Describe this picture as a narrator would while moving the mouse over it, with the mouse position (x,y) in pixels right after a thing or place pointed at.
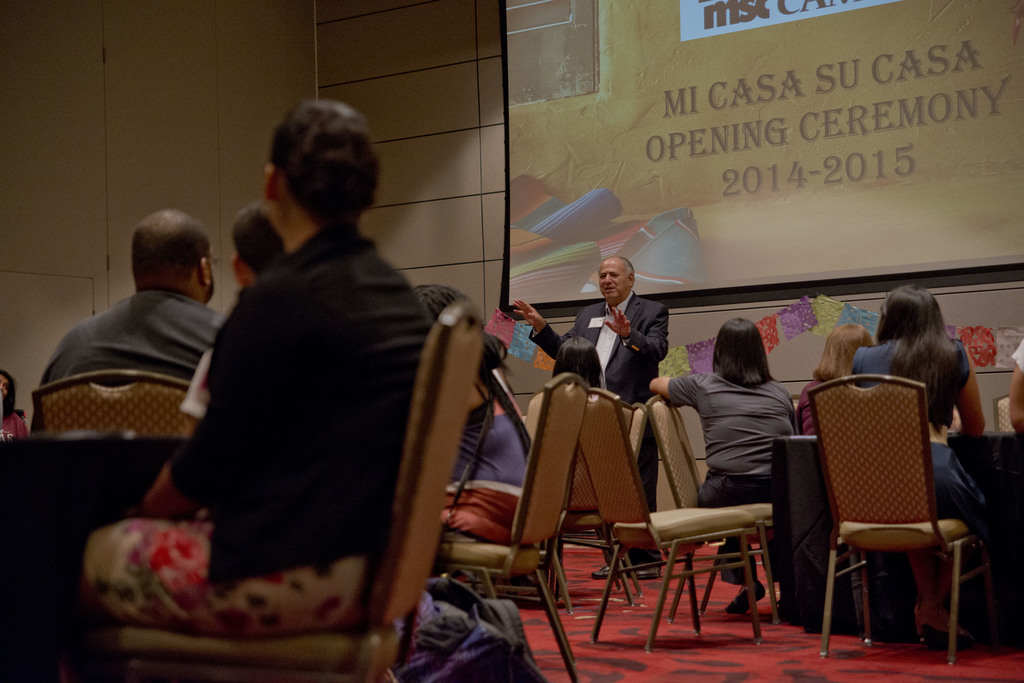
Most of the persons (298,409) are sitting on chairs (574,449). In-front of this person (941,412) there is a table (120,459). A banner (841,59) is on wall (463,55). Beside this chair (437,485) there is a bag (451,628). This person (612,338) is standing and wore suit (632,343).
